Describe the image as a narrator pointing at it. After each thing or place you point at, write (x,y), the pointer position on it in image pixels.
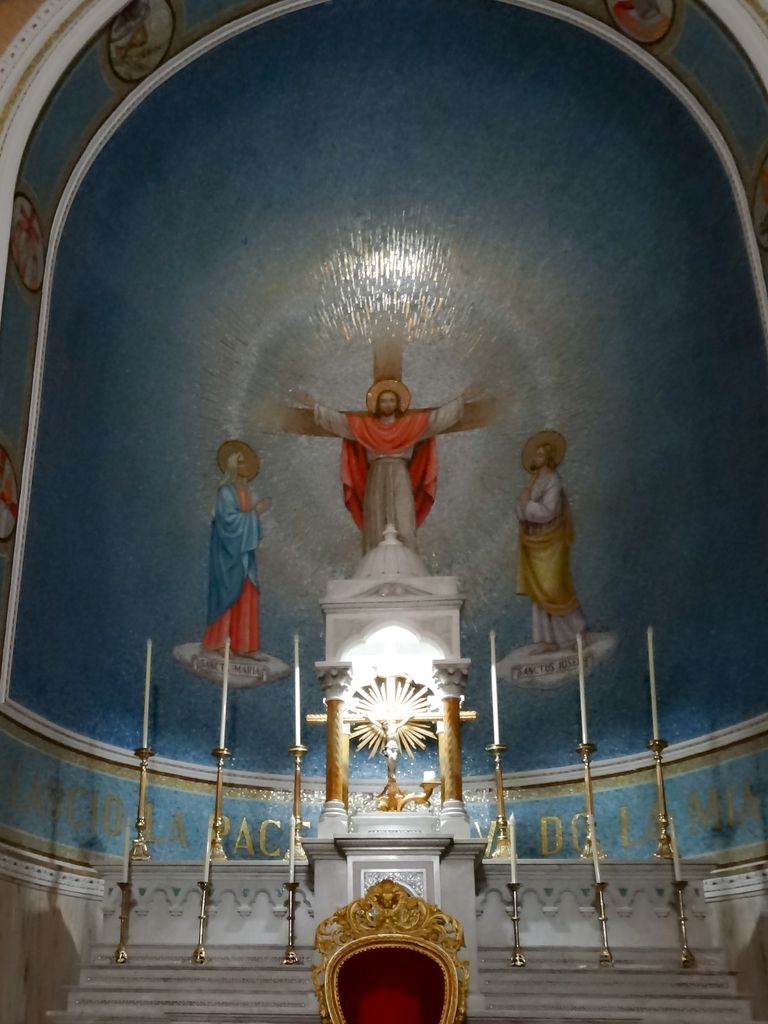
In this picture we can see candles (127,873) on stands (288,959), steps (251,983), pillars (333,796), statue (394,763) and an object (428,949). In the background of the image (306,417) we can see painting (456,504) on the wall (276,232).
